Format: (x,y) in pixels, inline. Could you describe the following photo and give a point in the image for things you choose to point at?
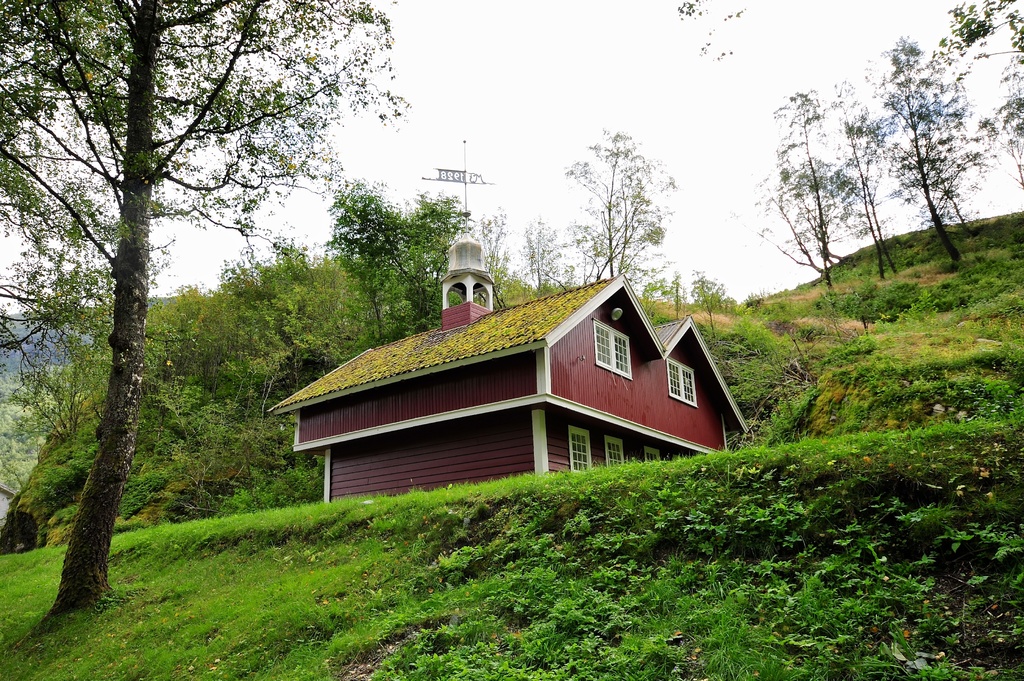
In the foreground of this image (247,620), there is grass (691,602), plants (654,542) and a tree (125,341) on the left (119,375). In the middle (577,417), there is a house (536,420) and behind it, there are trees (933,184). At the top (579,95), there is the sky (527,91).
